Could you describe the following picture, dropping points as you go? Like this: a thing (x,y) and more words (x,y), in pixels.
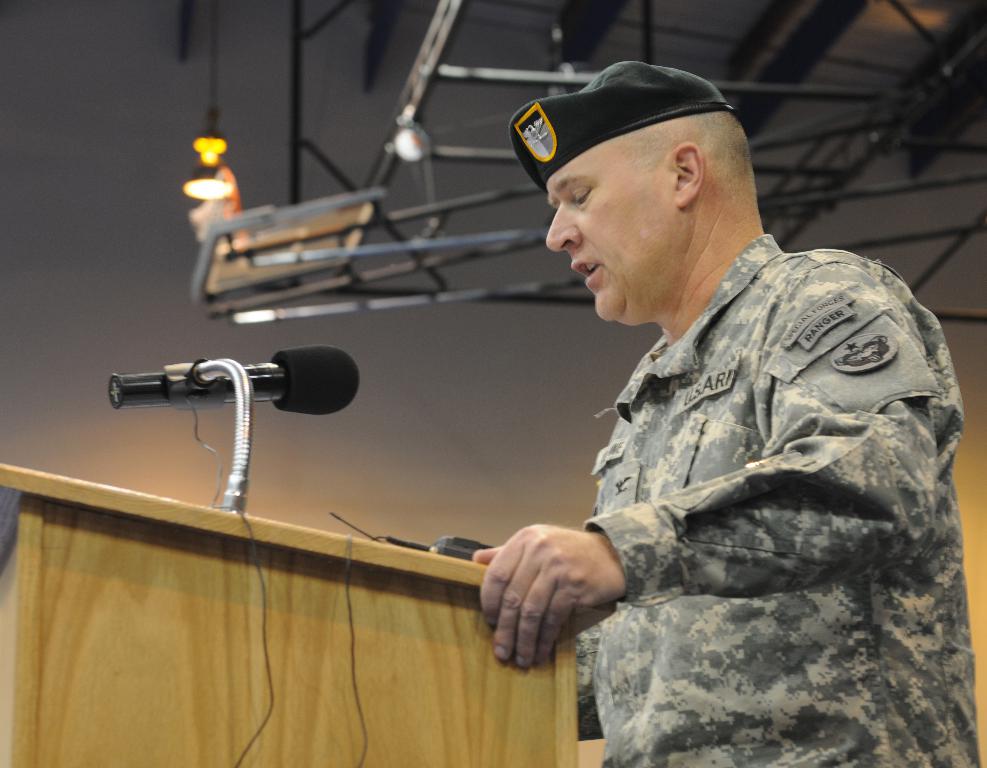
In this image we can see a person (685,574) standing at the podium (377,597) to which a mic (226,385) is attached. In the background (255,132) there are electric lights (207,152), grills (469,157) and wall (230,147).
